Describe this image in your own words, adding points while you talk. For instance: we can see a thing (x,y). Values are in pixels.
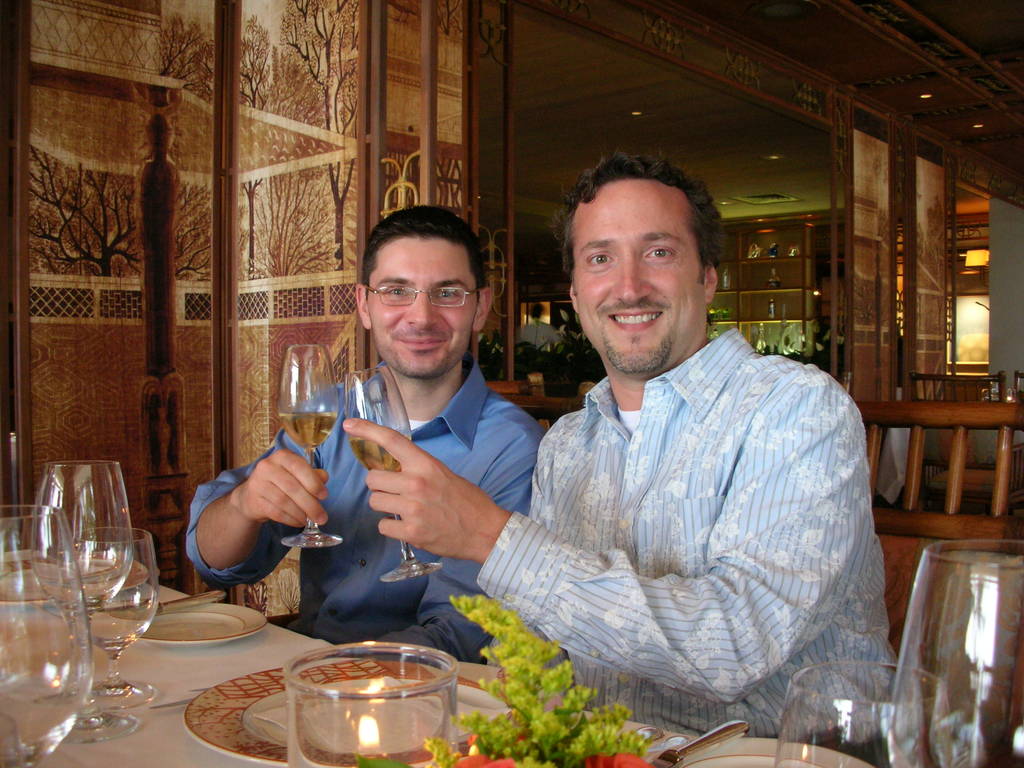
In this image I can see two men (714,640) are sitting and holding glasses (381,412). I can also see smile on their faces (658,356). Here on this table (180,685) I can see few plates (253,706) and few more glasses (65,533).
